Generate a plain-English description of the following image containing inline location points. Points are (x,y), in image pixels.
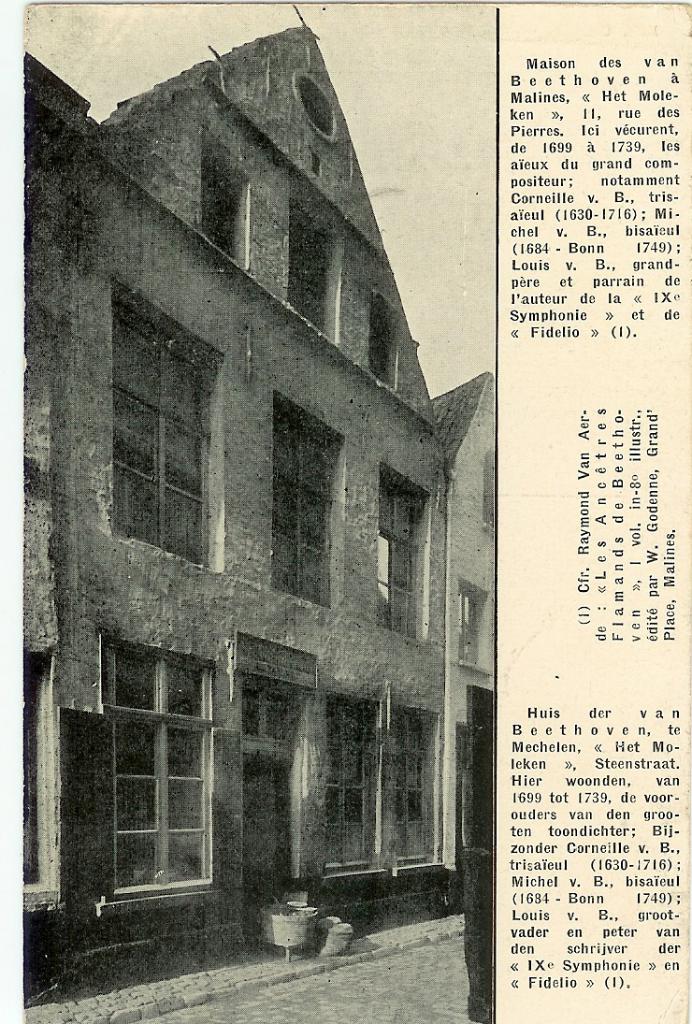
As we can see in the image there is a paper (446,306). On paper (446,306) there is a building (131,541), windows (304,589) and something written on the right side (610,455).
